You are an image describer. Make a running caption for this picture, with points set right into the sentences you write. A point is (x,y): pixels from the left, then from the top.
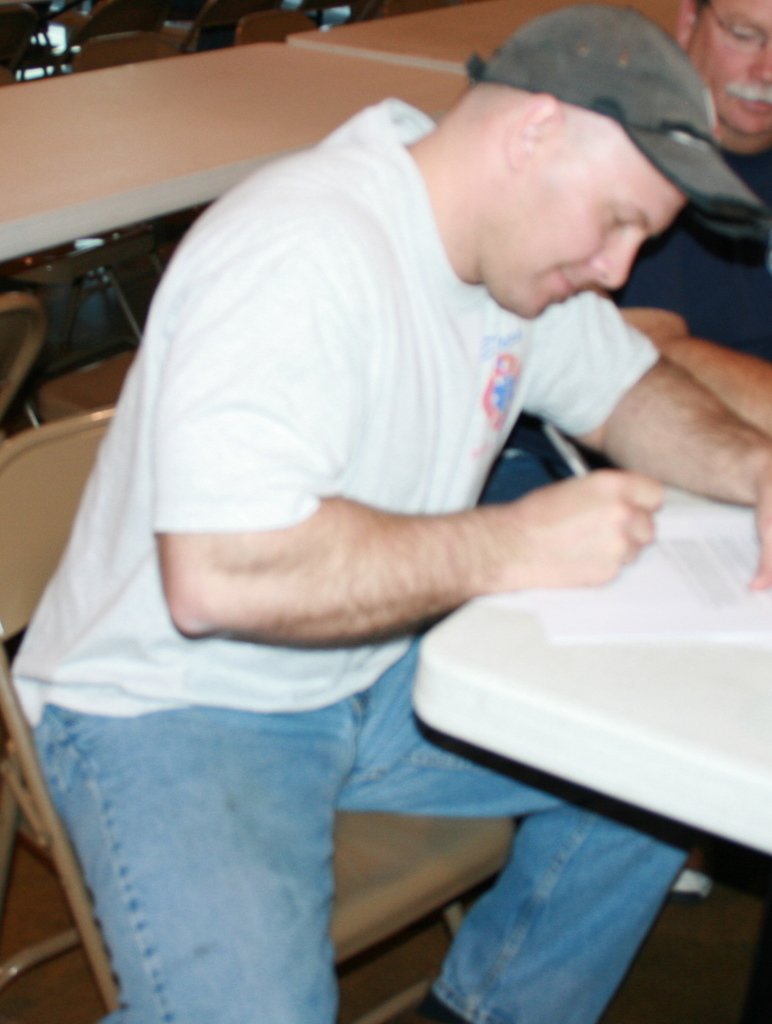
There is a person (232,435) wearing a white t shirt (227,518) and blue jeans (240,807). He is wearing a cap (643,109). He is having a pen (570,455) and writing on a paper (658,554). And there is a table (600,719) and he is sitting on a chair (398,869). Behind him there is a person (711,35). There are many tables (151,73) and chairs (70,59) in the background (41,130).
